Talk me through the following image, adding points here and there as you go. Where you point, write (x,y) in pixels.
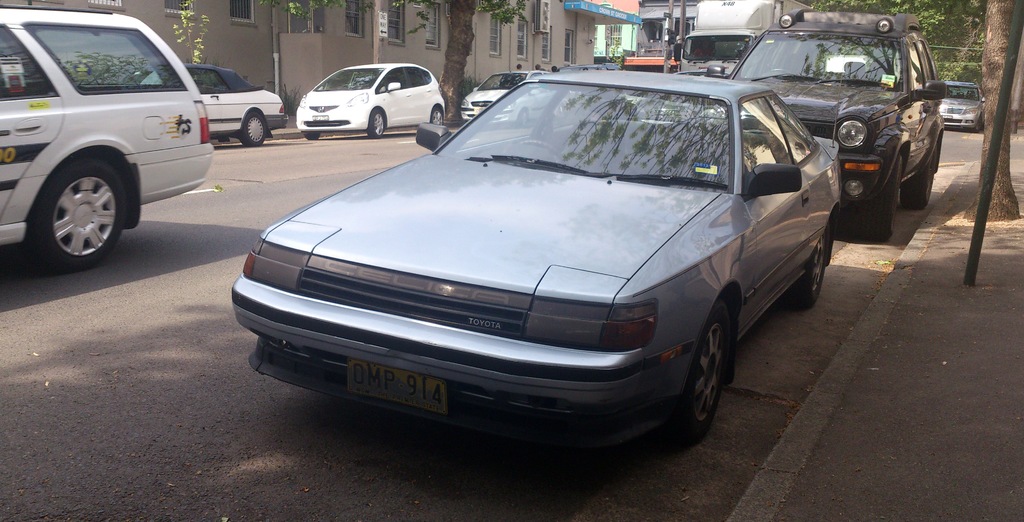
In this image I can see road (44,337) and on it I can see number of vehicles (509,217). I can also see number of trees (965,42), buildings (509,25) and few poles (993,136). I can also see something is written over there.
